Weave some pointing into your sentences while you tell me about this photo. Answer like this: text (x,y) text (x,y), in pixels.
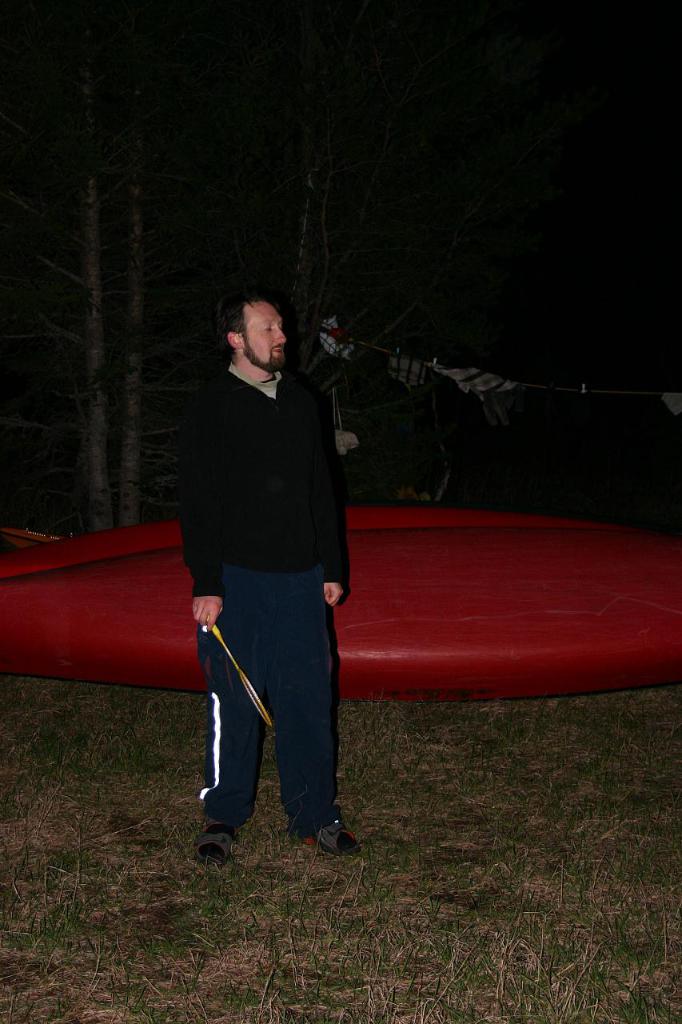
This picture is taken in the dark where we can see a person (252,503) wearing black color jacket (214,544) is holding the badminton racket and standing on the ground (431,761). Here we can see the grass (371,883) and a red color object (86,612). The background of the image is dark.
